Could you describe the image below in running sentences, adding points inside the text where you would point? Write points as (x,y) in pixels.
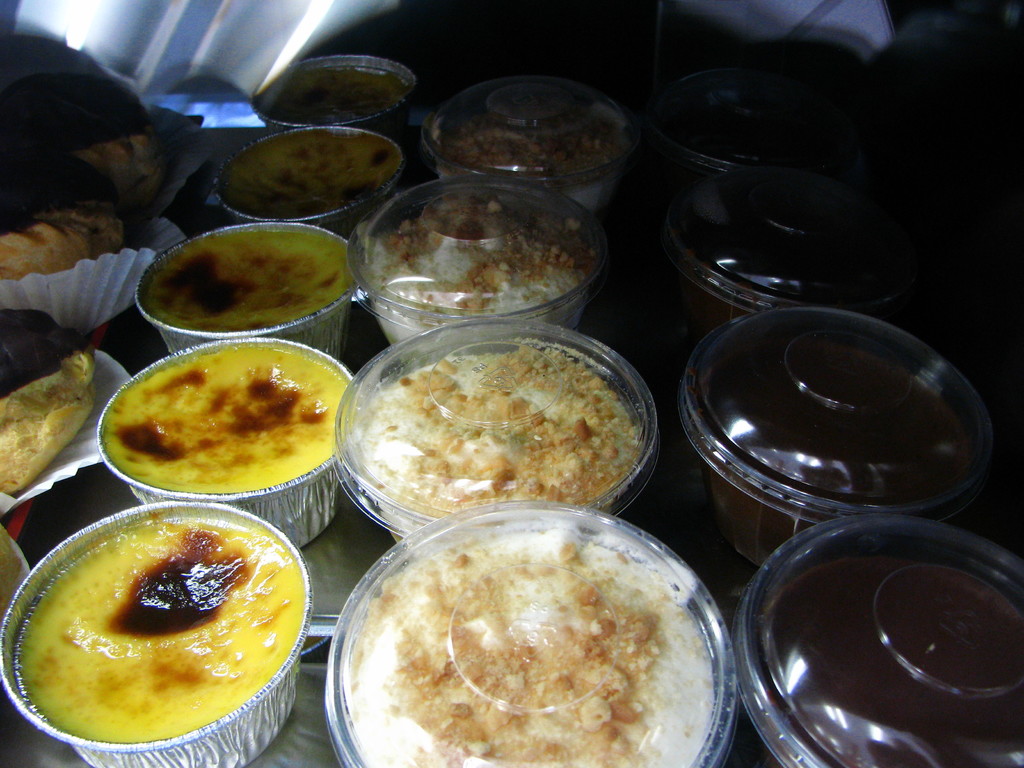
In this image I can see few bowls (468,508) with food items (470,466) in them. I can see the dark background (654,12).
